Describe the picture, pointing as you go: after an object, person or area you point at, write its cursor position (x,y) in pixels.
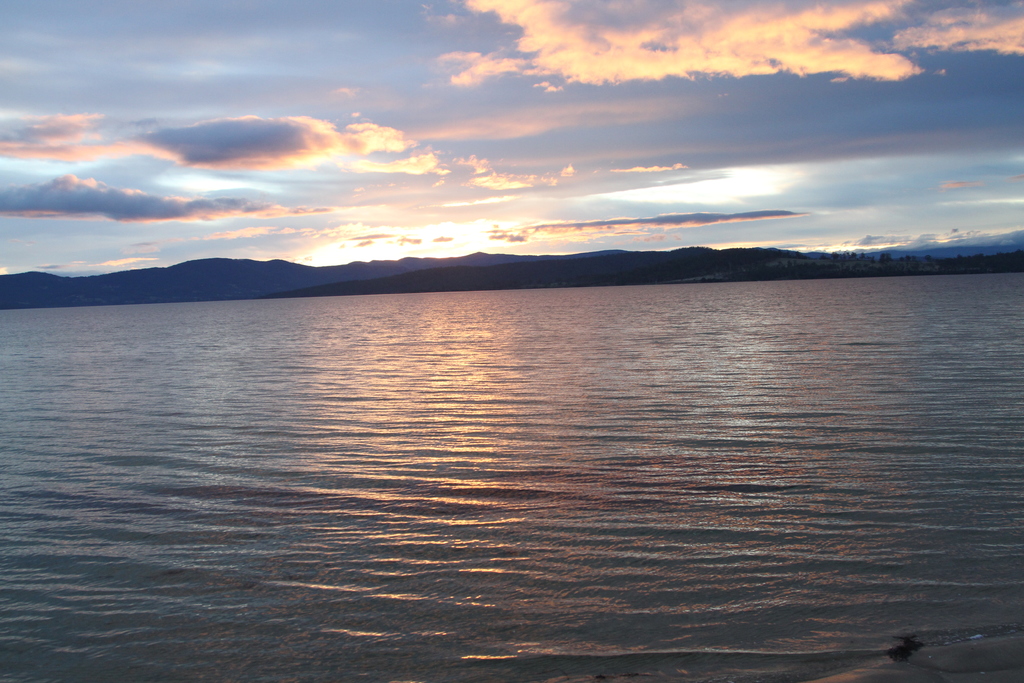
In this image I can see water (287,481), background (210,266) I can see mountains (190,267), and sky (399,192) is in blue and white color.
